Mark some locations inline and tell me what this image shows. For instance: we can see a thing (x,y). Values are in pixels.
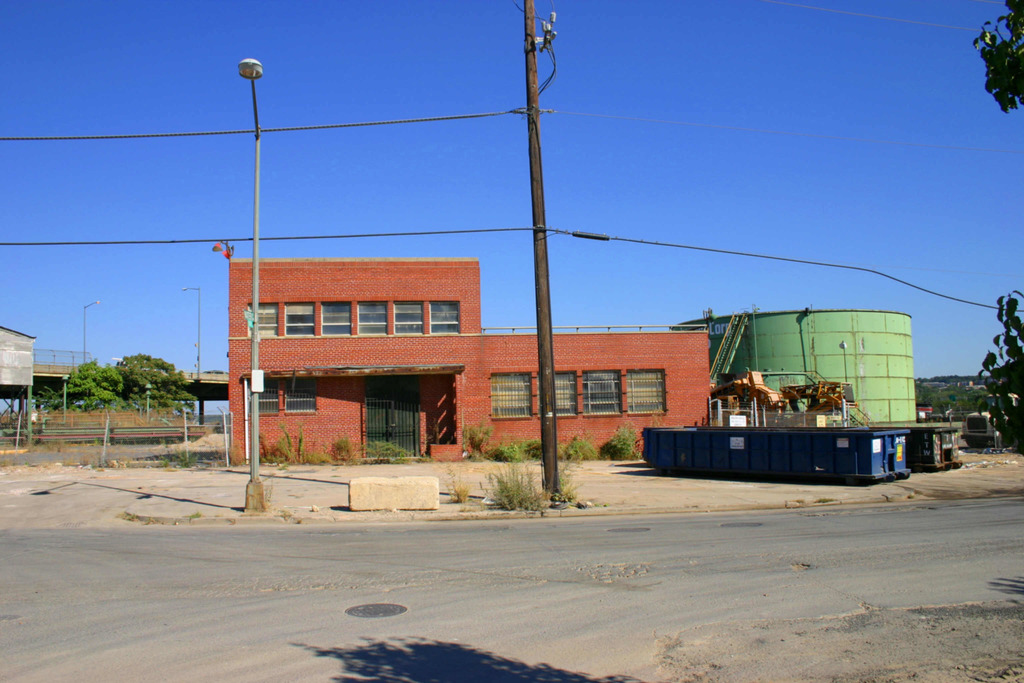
In this image we can see the building (412,384). And we can see the windows (413,329). And we can see the street lights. And we can see the electrical poles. And we can see the plants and trees (1013,62). And we can see the sky (125,119).
